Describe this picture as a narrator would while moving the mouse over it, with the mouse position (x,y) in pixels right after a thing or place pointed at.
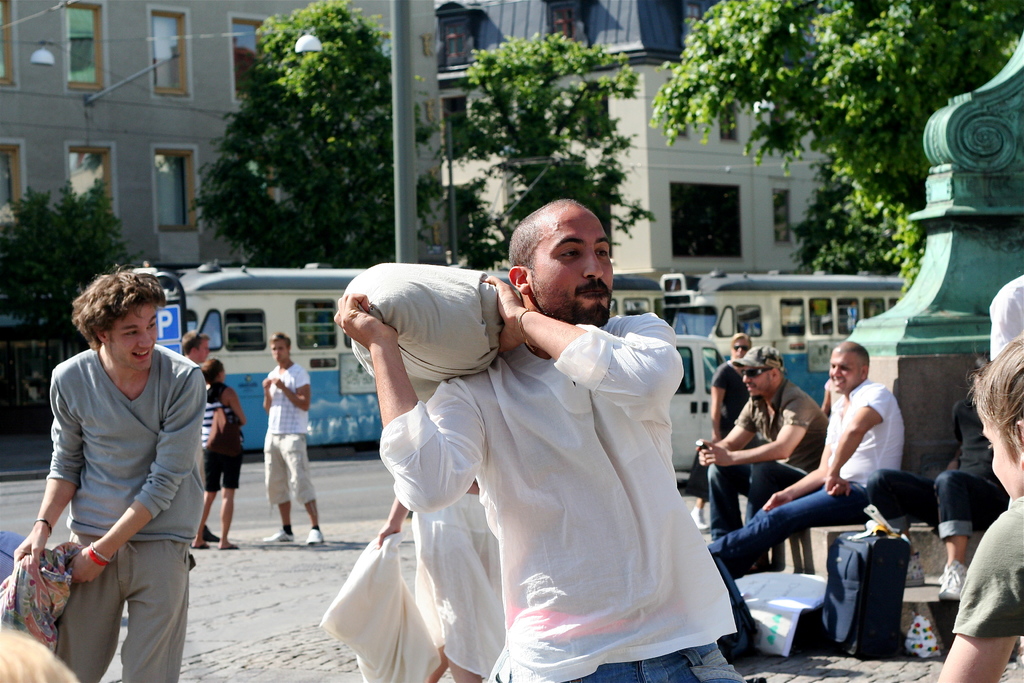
In this image I can see few people (553,398) in which few are holding some objects (454,363), few are sitting, few are standing and talking, and in the background (303,309) there are vehicles (307,322), buildings (650,132) and trees (695,115).
